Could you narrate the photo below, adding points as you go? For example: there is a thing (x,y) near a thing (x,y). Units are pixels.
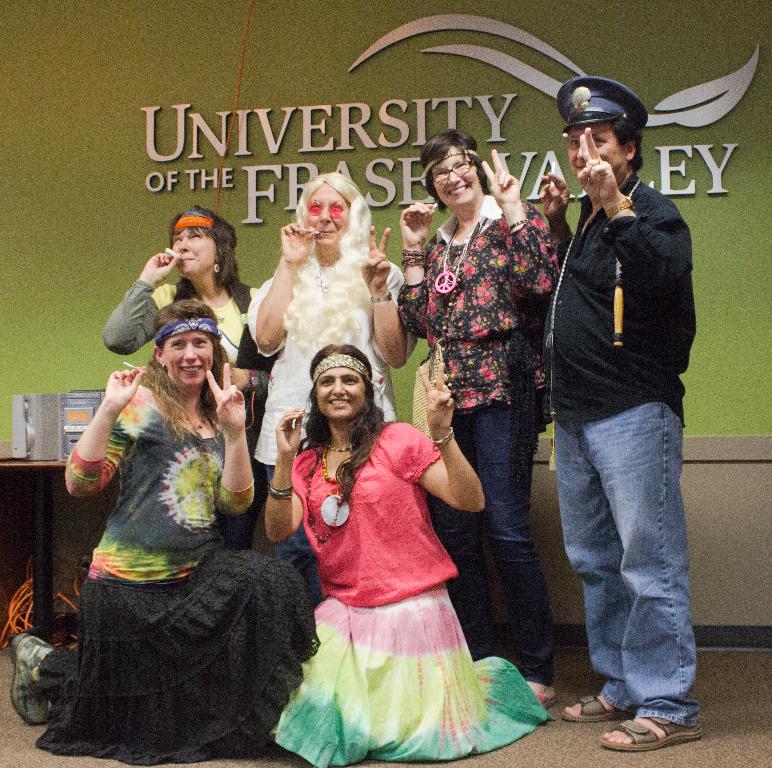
This picture describes about group of people (314,382), they are all smiling, beside to them we can see cables (15,628) and few things (73,432) on the table (15,461).
